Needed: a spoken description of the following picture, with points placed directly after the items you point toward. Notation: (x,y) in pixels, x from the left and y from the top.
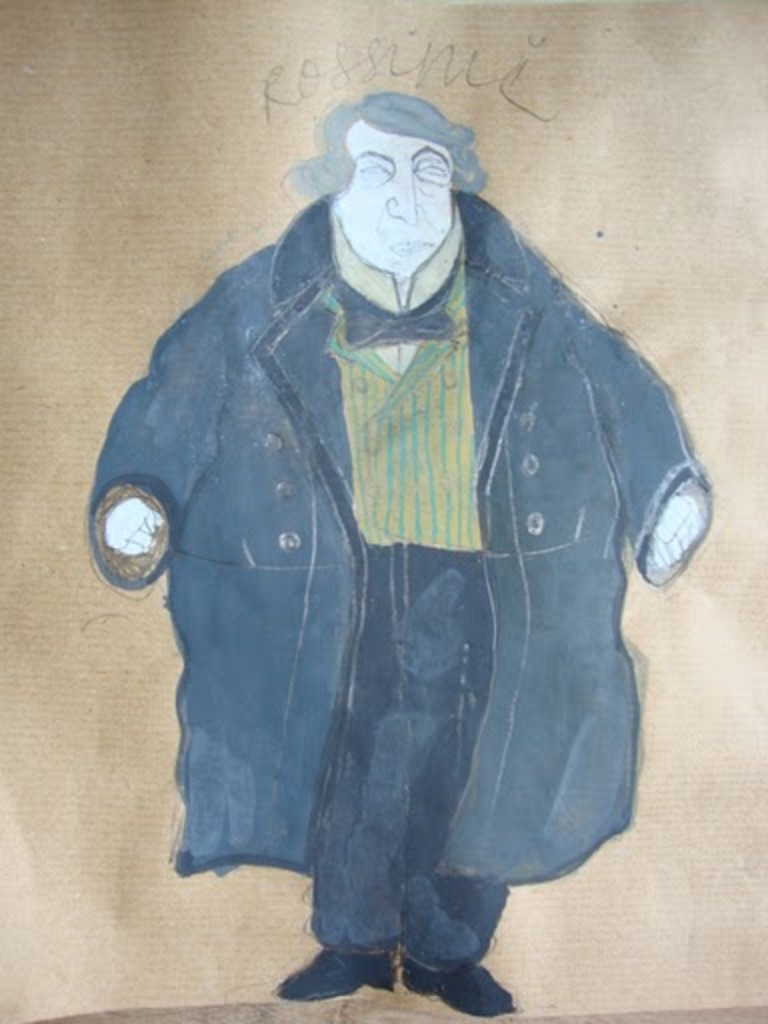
In this image there is a painting (380,555) of a man (455,414) who is wearing the jacket (477,446). Above him there is some text (386,59) written on the mat (550,140).
